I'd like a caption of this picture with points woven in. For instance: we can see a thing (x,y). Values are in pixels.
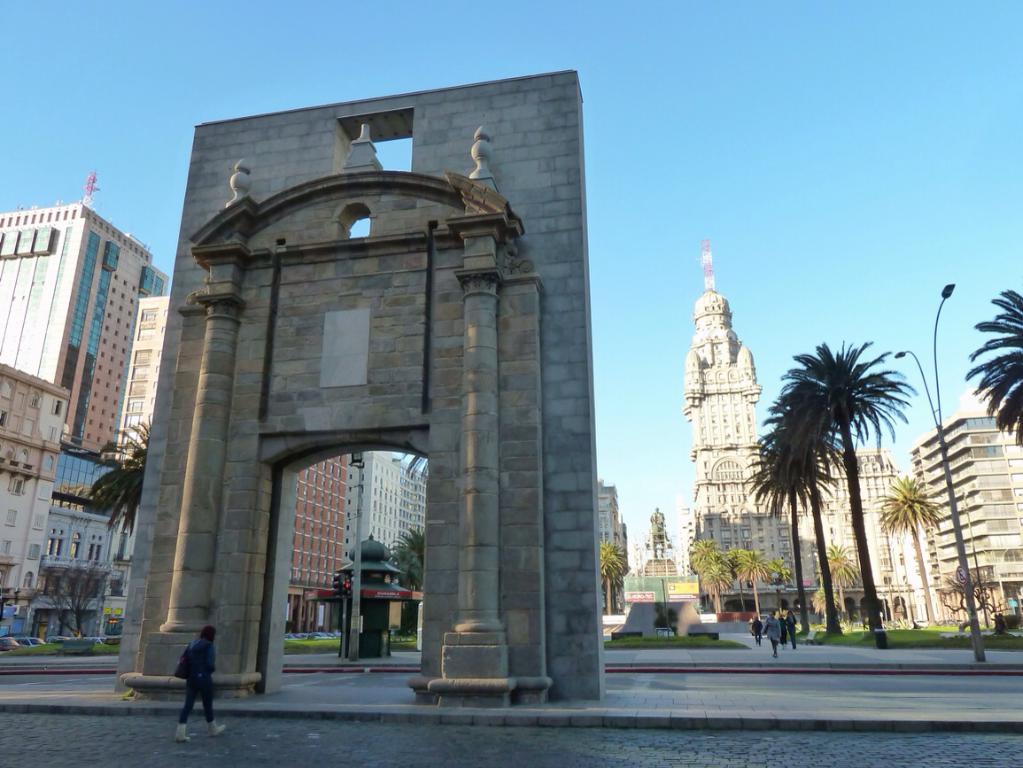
In this image we can see wall (269,327) with pillars (218,415) and arch (347,454). Also we can see few people (192,663). There are trees (771,567). Also there are buildings (865,508). And there is a light pole (957,515). In the background (707,176) there is sky (638,199).
